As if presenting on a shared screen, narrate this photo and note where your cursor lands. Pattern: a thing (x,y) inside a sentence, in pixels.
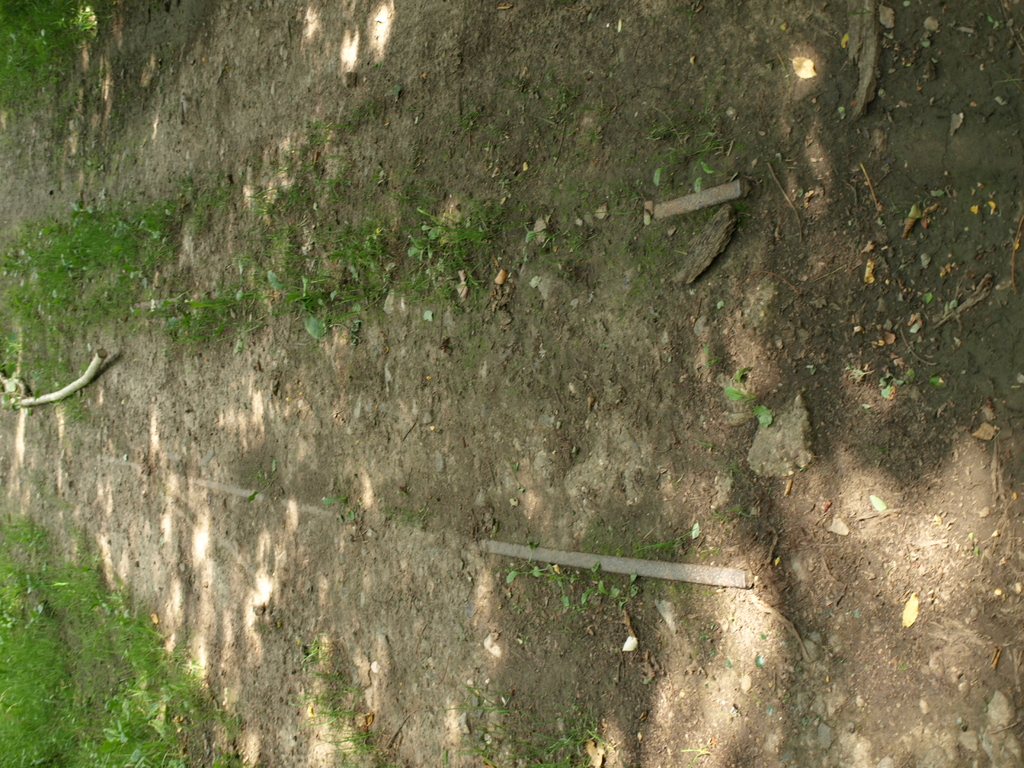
In this image we can see a dirt ground (196,449). Left side of the image (194,284) we can see a stick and grass (50,618).
